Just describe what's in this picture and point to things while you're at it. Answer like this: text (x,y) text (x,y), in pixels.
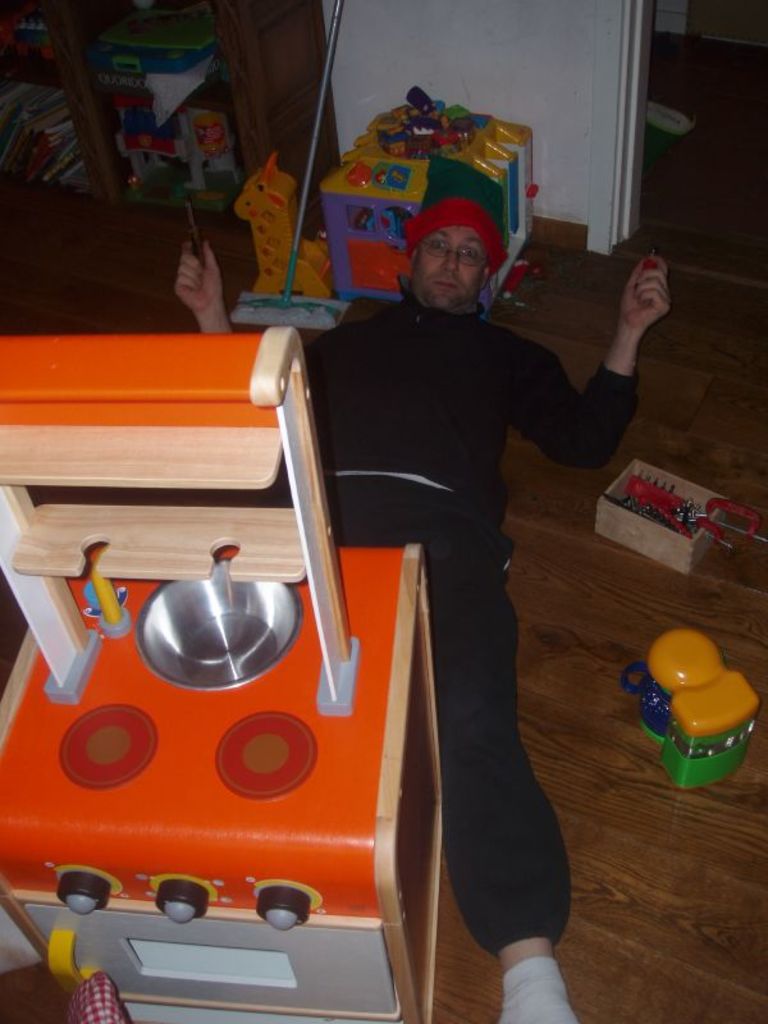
This image consists of a man (478,420) wearing black dress (421,494) is lying on the floor (742,957). In the front (85,947), there is a machine (279,806). Beside him, there are toys (683,737). To the left (151,58), there is a rack (236,87) in which there are books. At the bottom (637,920), there is a floor (751,950).
